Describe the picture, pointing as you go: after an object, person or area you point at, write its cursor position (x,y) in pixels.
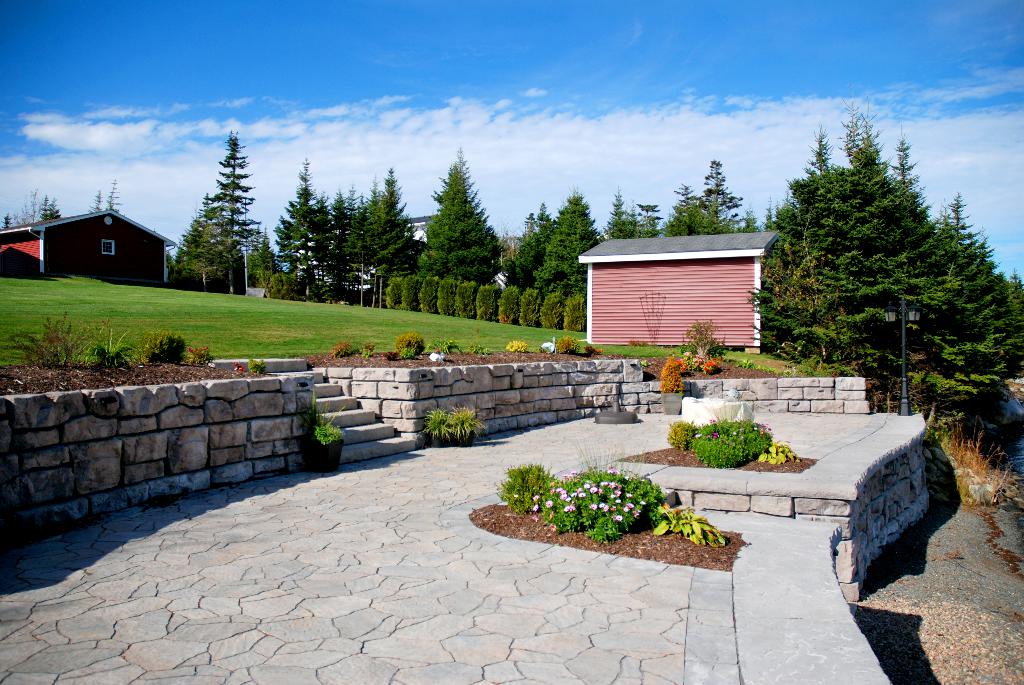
In this image I can see the flowers (568,497) to the plants (551,519). These flowers (553,505) are in white, pink and orange color. In the background (579,321) I can see the houses (607,328), many trees (993,307) and the pole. I can also see the clouds (345,167) and the sky (383,118) in the back (397,52).
